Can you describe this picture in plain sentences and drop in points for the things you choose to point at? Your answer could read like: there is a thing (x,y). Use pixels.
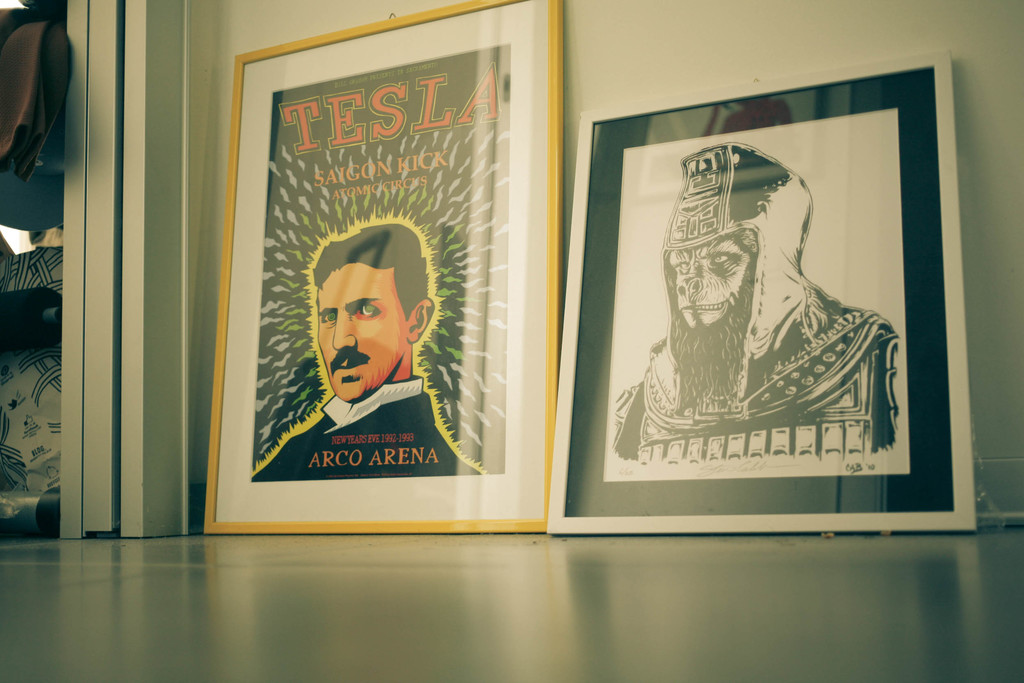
In the center of the image (507,270) we can see photo frames (656,267) are there. At the bottom of the image (660,625) floor (678,636) is there. At the top of the image (626,42) wall (569,48) is there. On the left side of the image (65,139) cloth (29,111), door (157,168) are there.
